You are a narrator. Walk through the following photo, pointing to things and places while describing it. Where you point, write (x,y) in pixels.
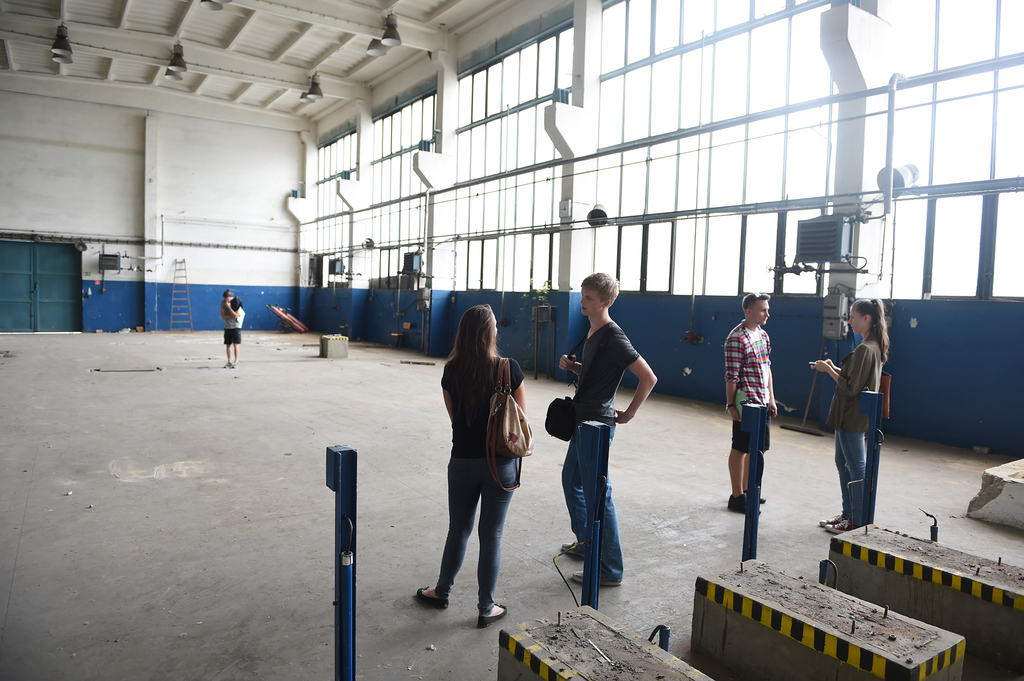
In this image we can see few people (601,407). Some are holding bags (552,407). Also there are blocks (786,590) and poles (878,444). In the back (111,198) there is a wall (112,182). And there are doors (55,282). And there is a ladder (185,277). And there are glass windows (518,151). And there are some electronics devices (412,255). On the ceiling (253,67) there are lights (385,47).
